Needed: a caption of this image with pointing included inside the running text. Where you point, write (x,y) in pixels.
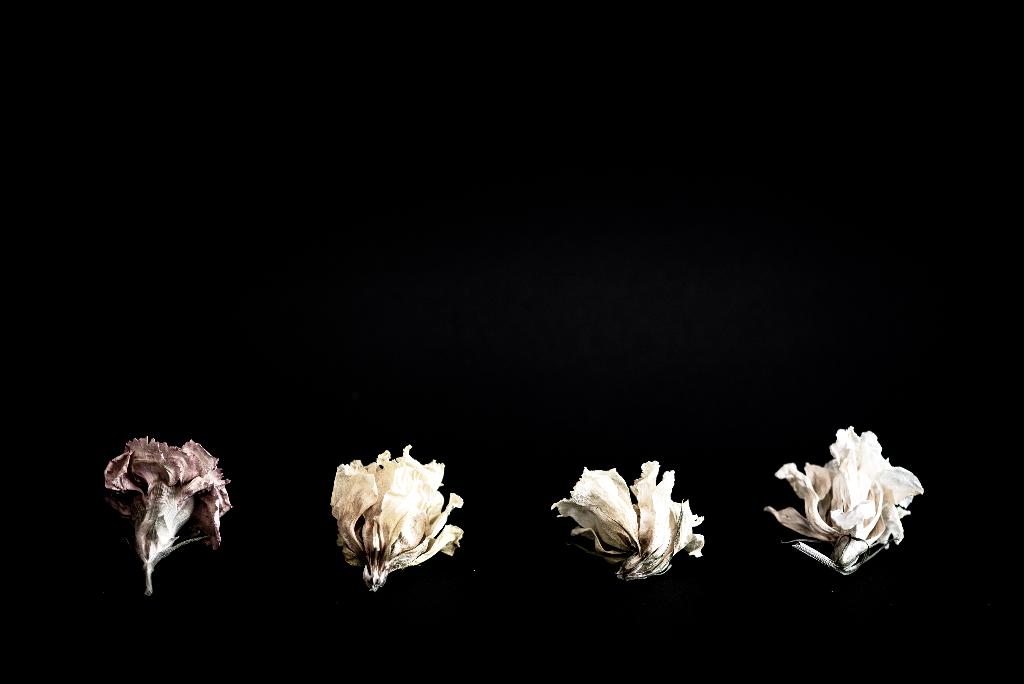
In this image we can see the flowers (623,523) and the background (99,56) is in black color.
